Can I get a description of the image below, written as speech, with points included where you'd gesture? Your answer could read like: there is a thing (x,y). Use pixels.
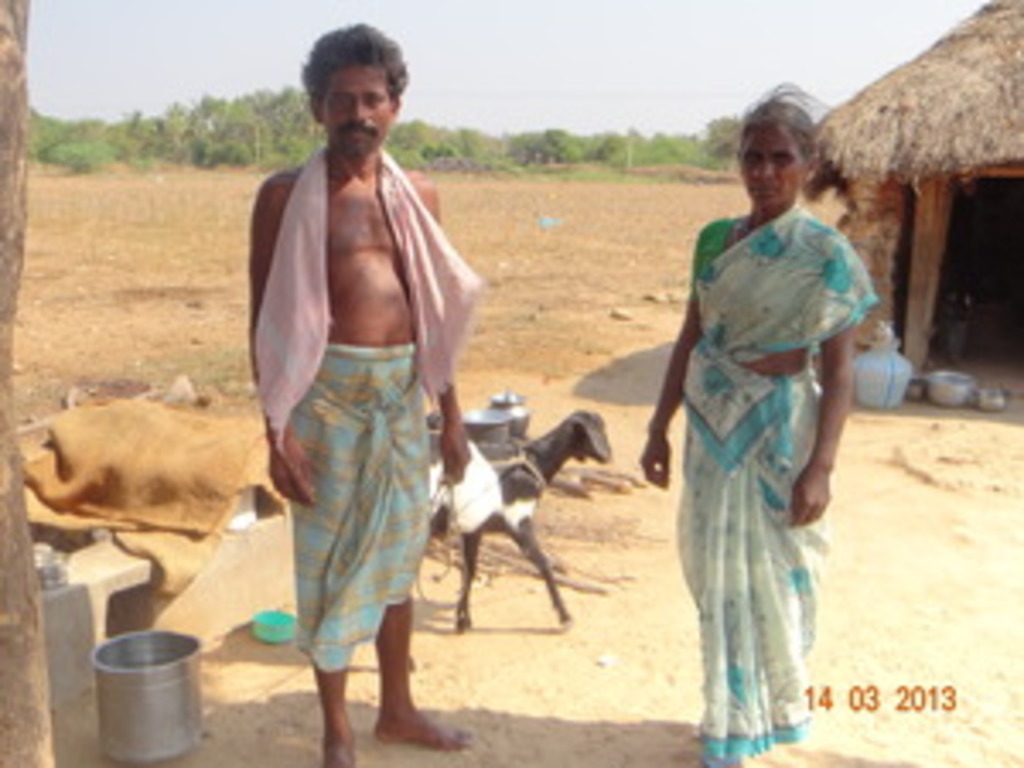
In the image there are two people (371,592) standing in the foreground (312,577) and behind them there is a goat (522,491), vessels (887,346), hut (999,116), empty land (507,180) and in the background (170,121) there are trees (135,117).
